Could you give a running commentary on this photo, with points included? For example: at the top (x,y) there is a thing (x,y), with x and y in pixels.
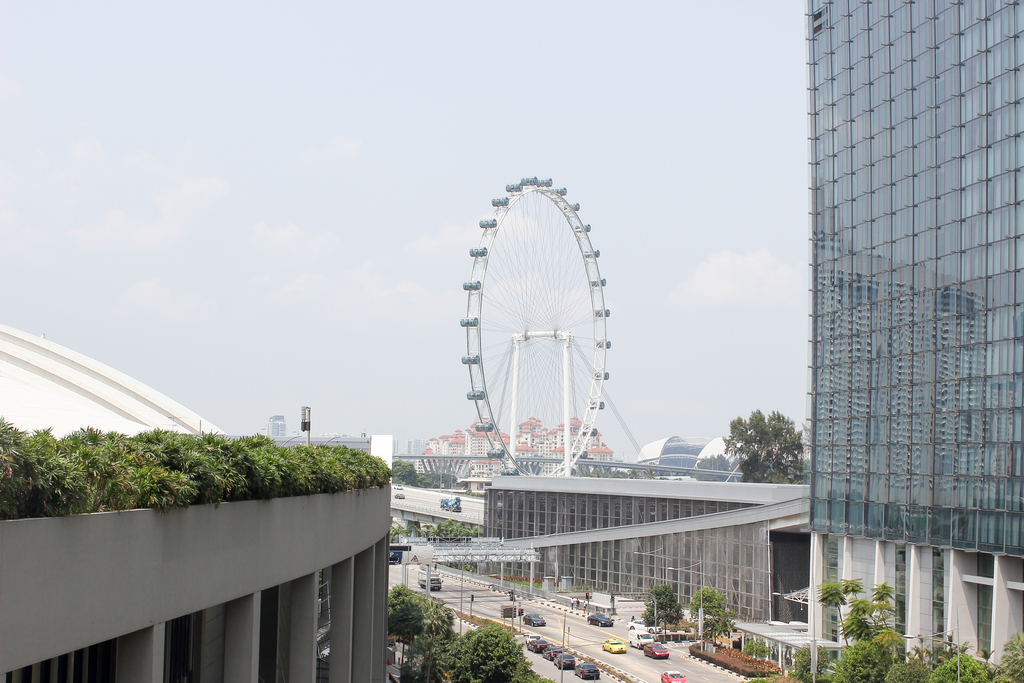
In this image there are many buildings (776,507). In the center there is a road (615,659). There are vehicles (621,645) moving on the road (592,644). Beside the road (615,632) there are poles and trees (469,637). In the background (483,429) there is a giant wheel (560,376). At the top (399,144) there is the sky (422,92).
